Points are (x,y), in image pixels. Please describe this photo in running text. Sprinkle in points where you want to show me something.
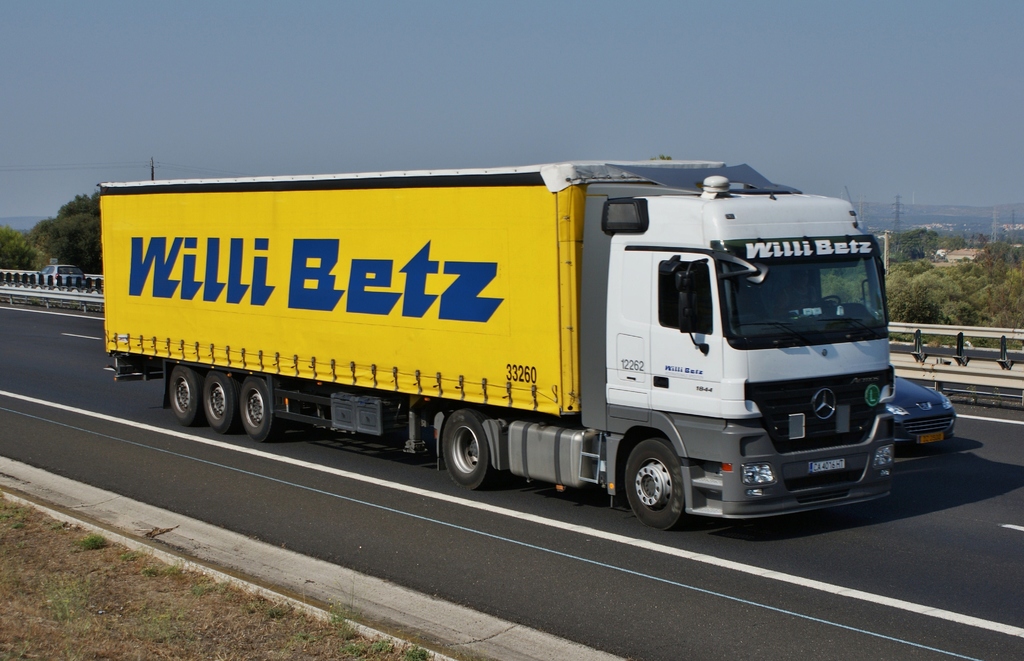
In this picture we can see few vehicles (542,426) on the road (672,558), beside to the road (672,548) we can find fence (983,375), in the background (943,289) we can see few trees (958,281) and towers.
